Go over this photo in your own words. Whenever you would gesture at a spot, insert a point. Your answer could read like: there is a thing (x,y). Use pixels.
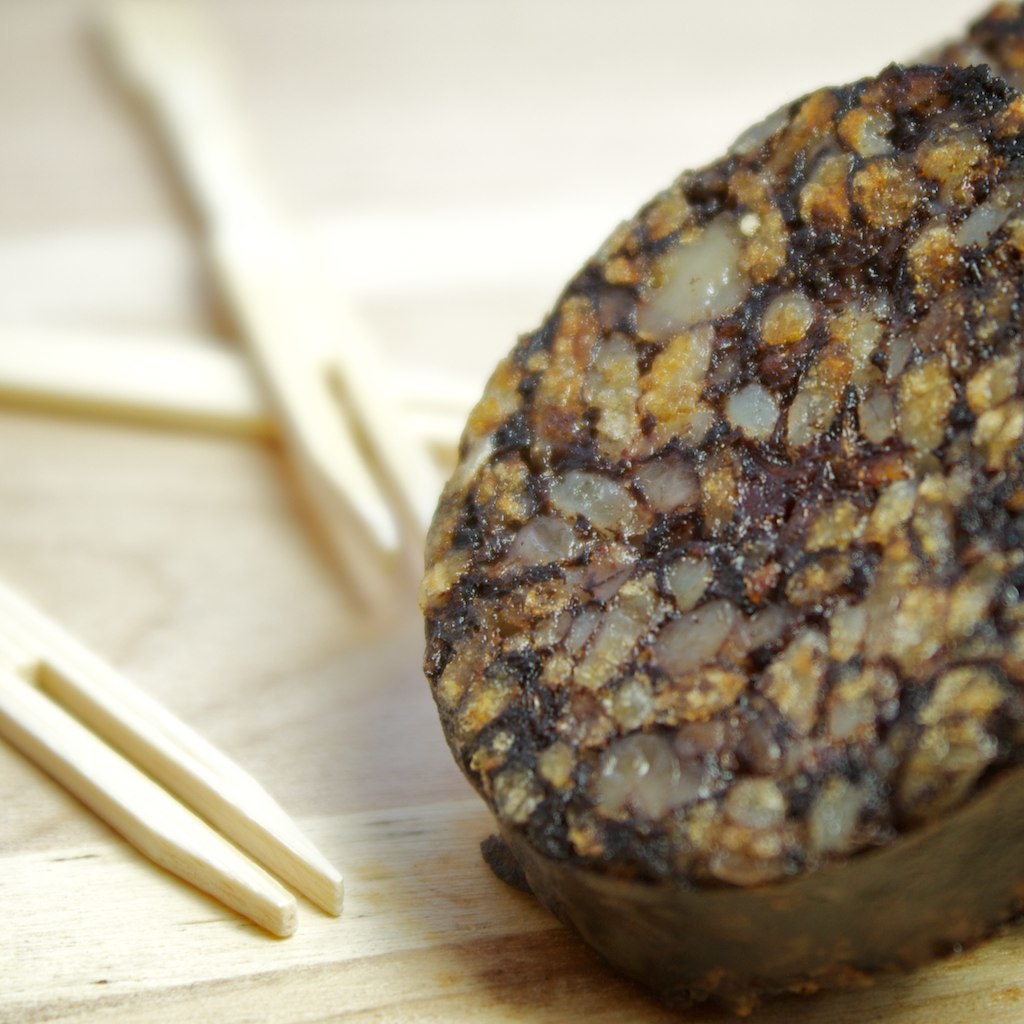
In this picture we can see a Black pudding (779,650). These are toothpicks (249,899).
